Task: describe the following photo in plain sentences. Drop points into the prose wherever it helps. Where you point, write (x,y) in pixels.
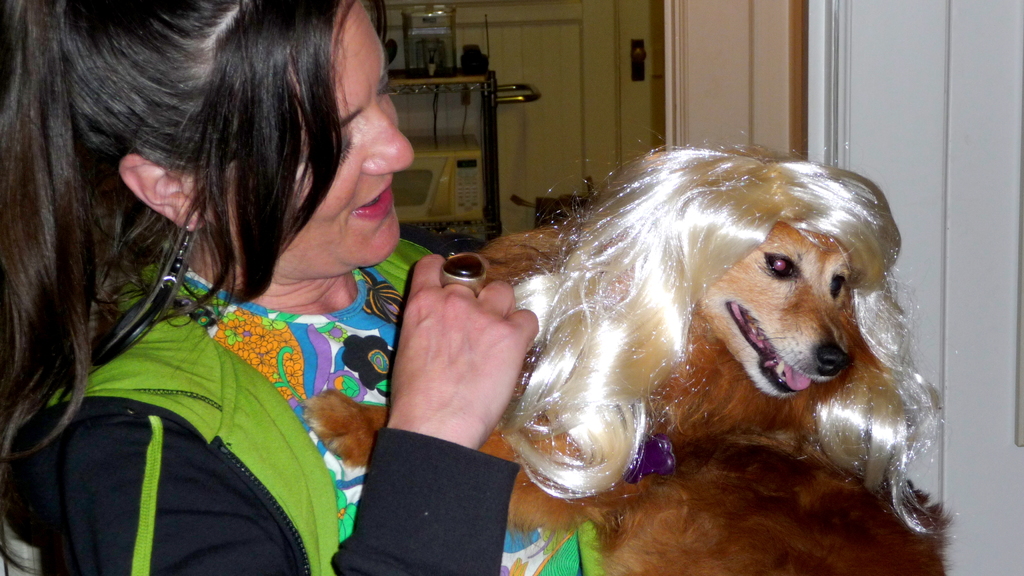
In this image I see a woman (509,348) and a dog (484,252). In the background (728,111) I see the wall (728,111), a oven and the door (551,176).
